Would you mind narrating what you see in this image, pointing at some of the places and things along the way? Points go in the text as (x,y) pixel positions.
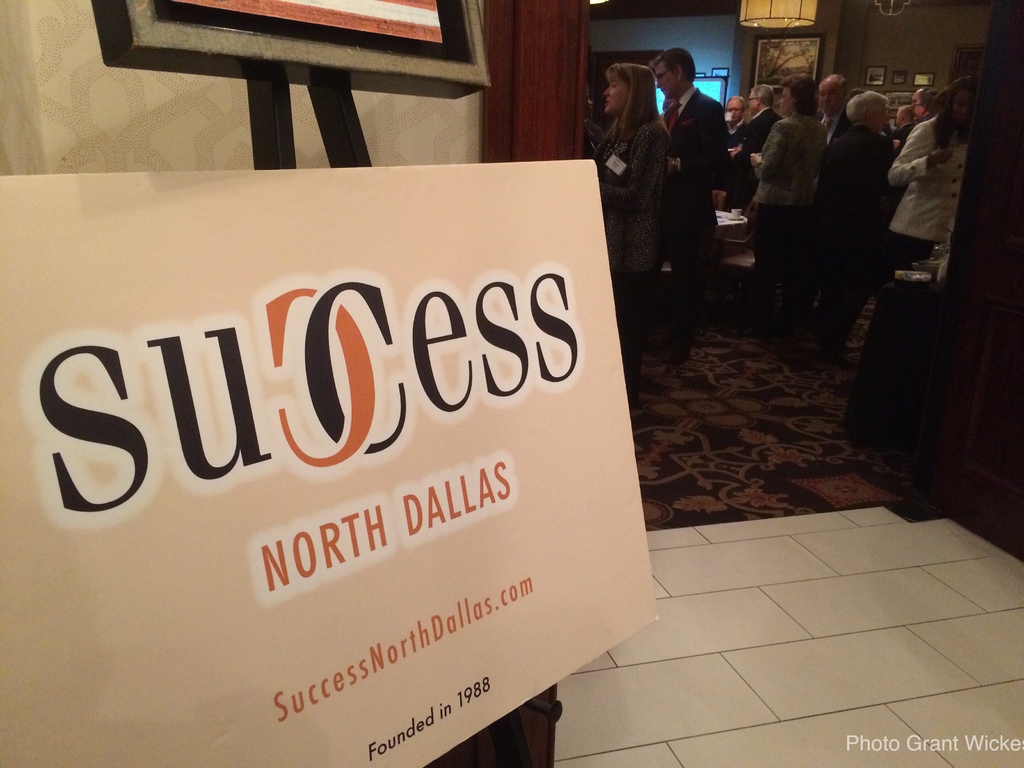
In this image I can see a board (247,471) in the front (241,482). People (782,165) are standing at the back (734,131). There are photo frames (882,71) on the walls (841,74).
